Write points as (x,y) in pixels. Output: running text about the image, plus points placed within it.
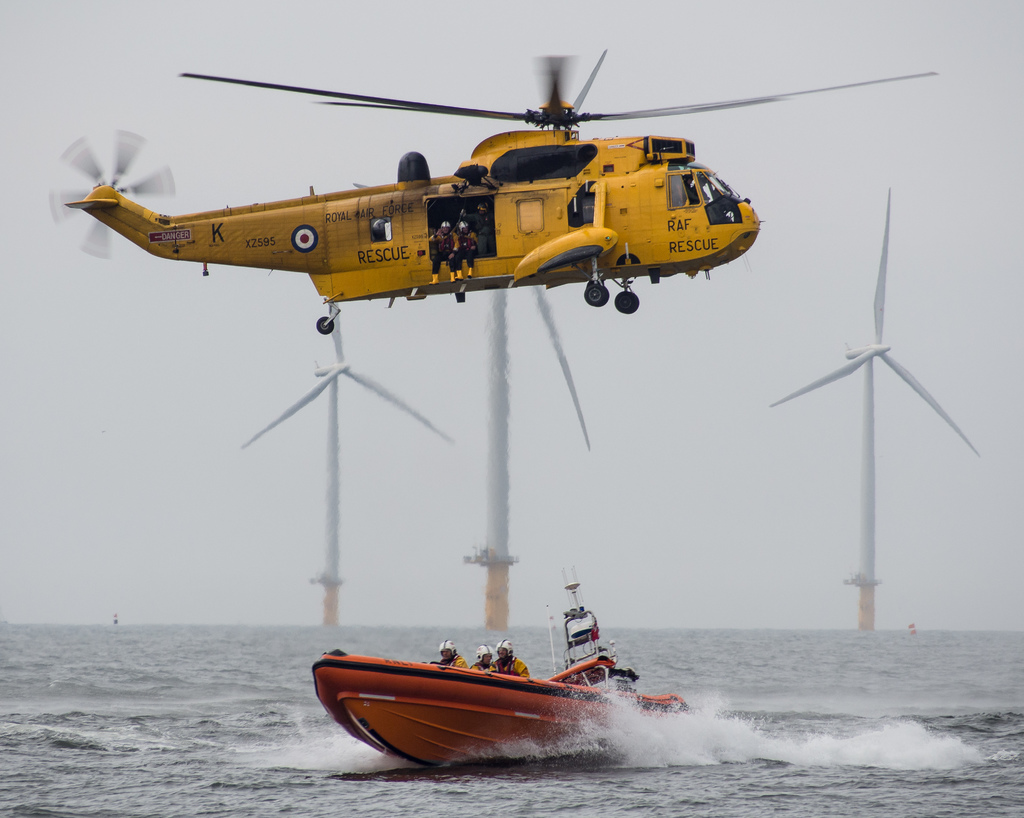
In this image I can see helicopter (595,293) flying. There is a boat (474,684) on the water (746,769). There are few people (448,660) and there are windmills (506,511). In the background (433,432) there is sky (418,401).
